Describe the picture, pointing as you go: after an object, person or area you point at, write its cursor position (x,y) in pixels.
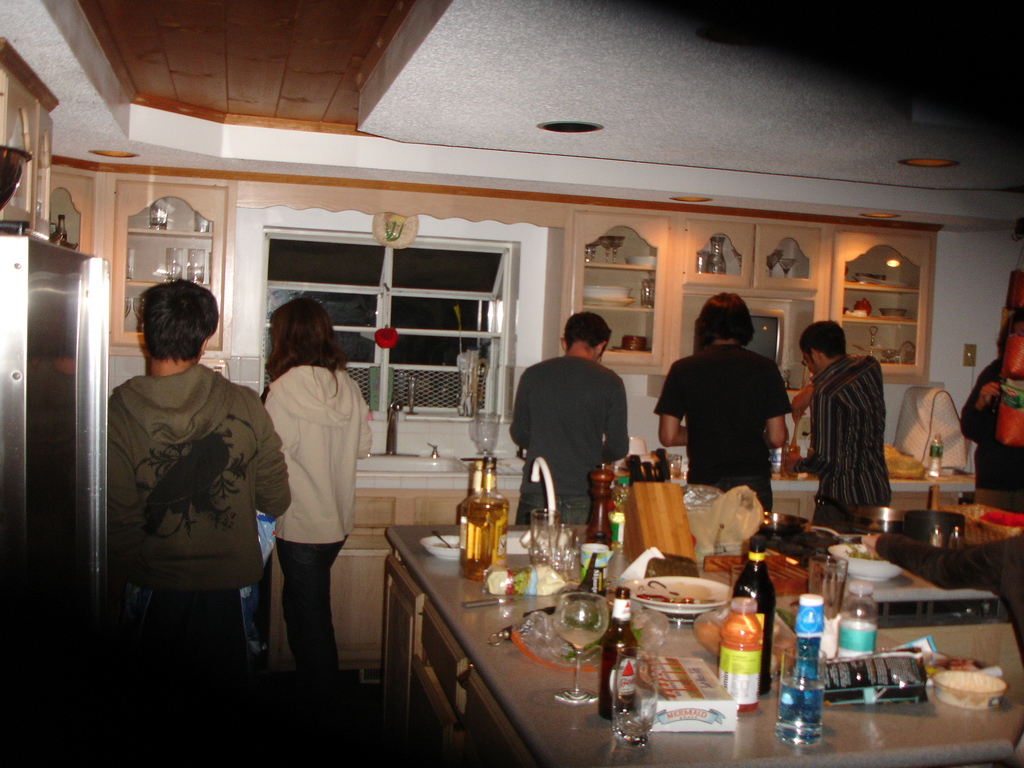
On the background of the picture (548,261) we can see cupboards (910,274), window (404,290). This is a sink (403,466) with tap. this is a desk (443,504). here we can see few persons (252,460) standing. This is a table (536,595) and on the table (441,617) we can see bottles (609,654), plates (676,579), glasses (590,611) and some boxes (665,664).
